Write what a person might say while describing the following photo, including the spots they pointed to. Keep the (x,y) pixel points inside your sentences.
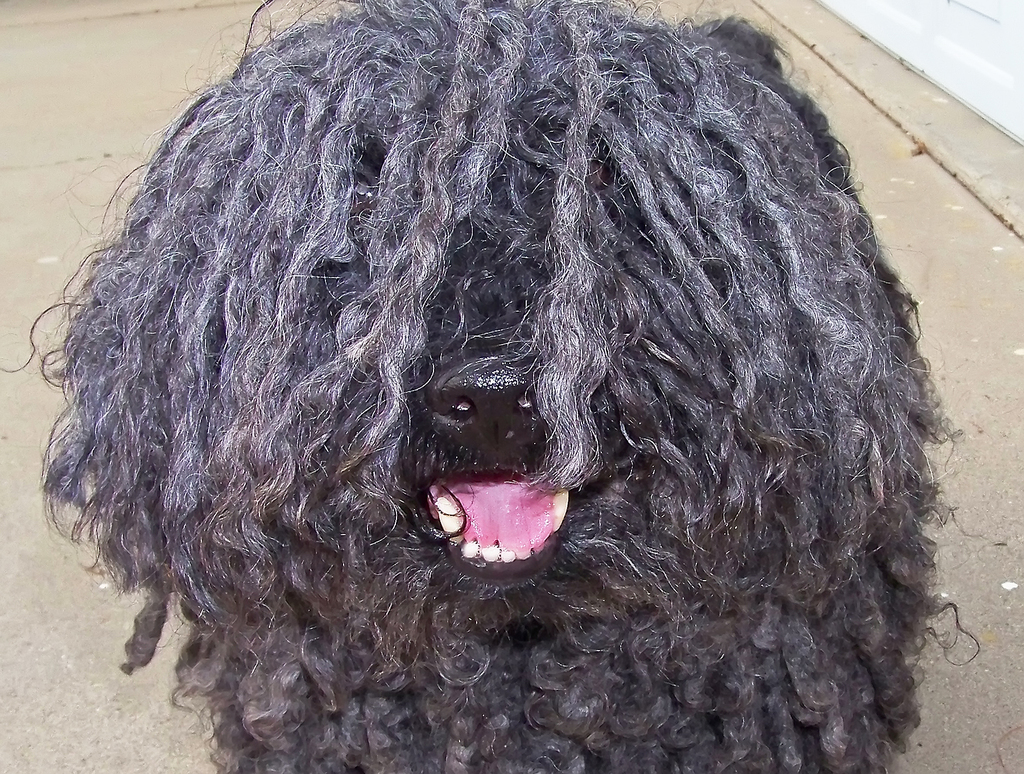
In the image we can see a dog (651,266), black in color and the dog (707,604) is full of hair (699,615). Here we can see the ground (76,88).
